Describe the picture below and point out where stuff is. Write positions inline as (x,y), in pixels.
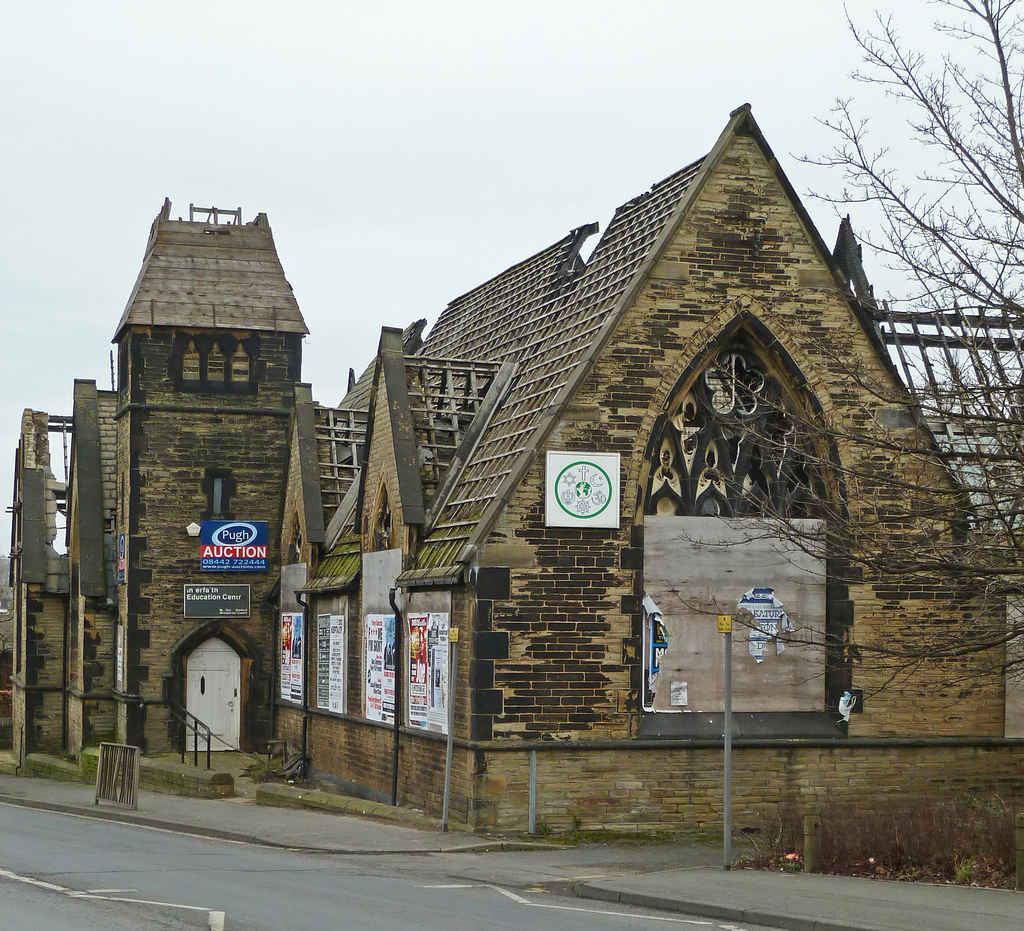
In this picture we can see brown shed house (472,674). In the front (199,843) we can see the road (256,903). On the right corner (984,388) there is a dry tree (993,162). On the top (430,96) we can see the sky (430,96).
